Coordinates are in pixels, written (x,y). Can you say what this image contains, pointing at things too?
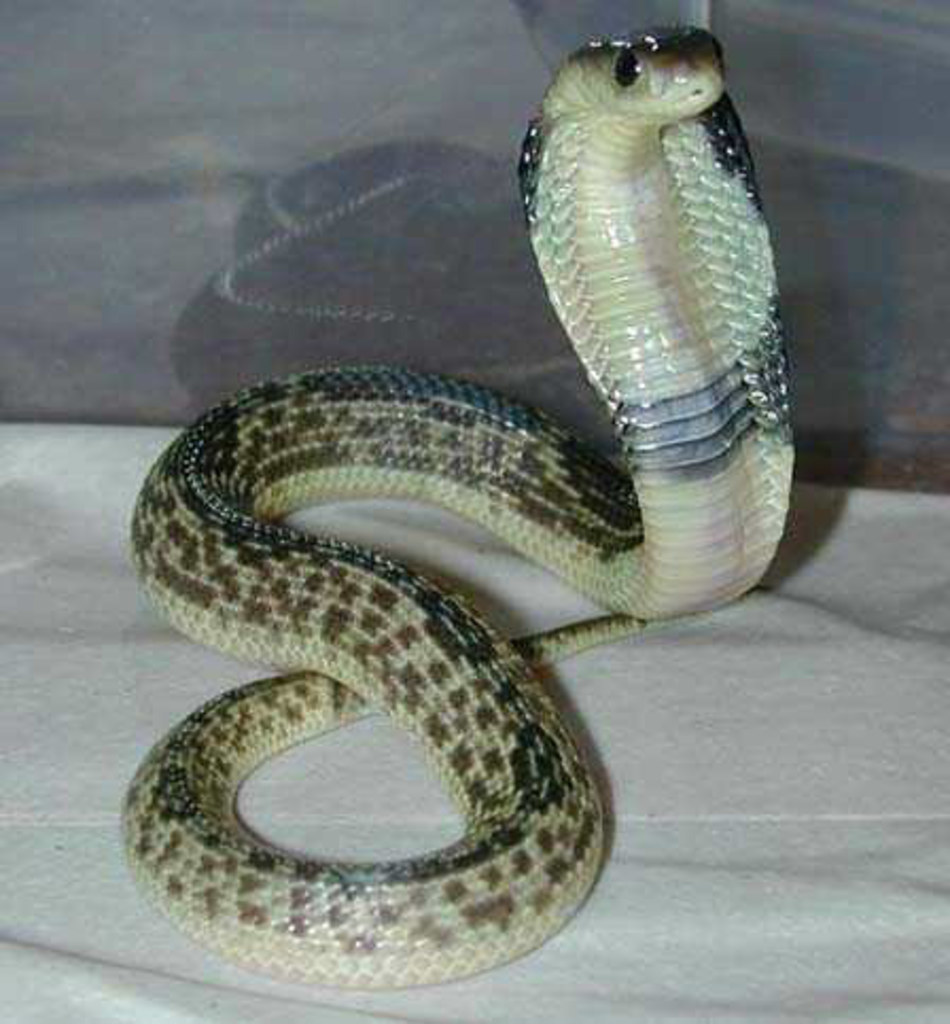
In this picture we can see a snake (624,411) in the front (463,392), at the bottom (449,834) there is a cloth (718,848).
